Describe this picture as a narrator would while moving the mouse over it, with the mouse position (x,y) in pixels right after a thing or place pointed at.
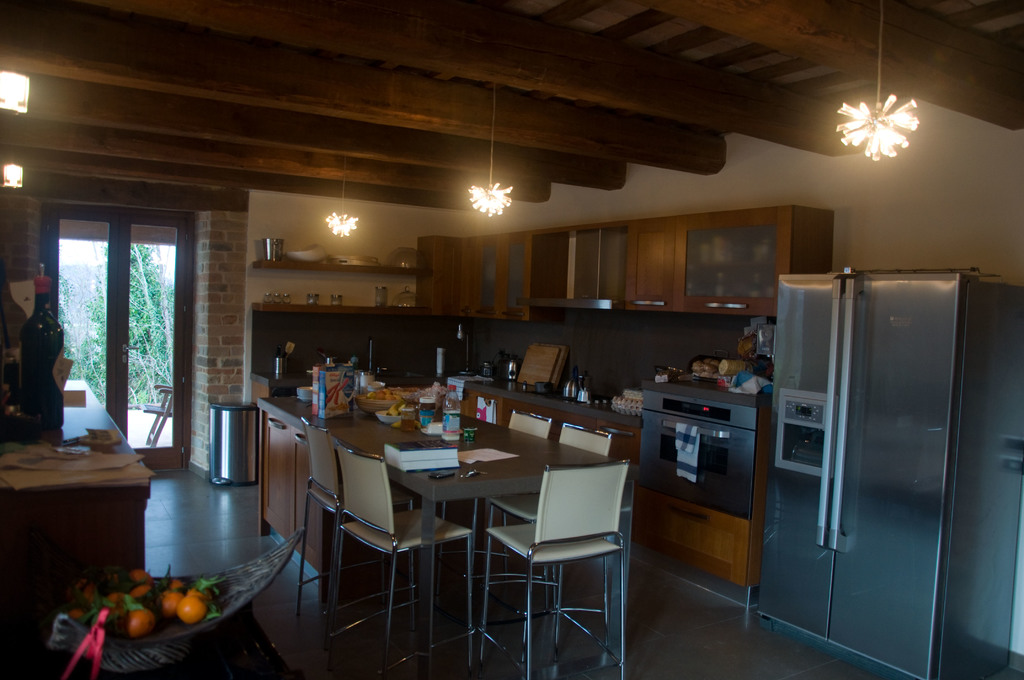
In this image we can see table (412,488) with chairs (554,511). On the table (523,446) there is a basket (367,404), packets (352,384) and many other items (425,446). On the left side (155,645) there is a tray (126,656) with fruits (170,600). Also there is a table (88,423) with bottle (50,398) and some other items (41,470). On the right side (792,464) there is a fridge (856,480). And there is a platform (518,390). On that there are many items (619,400). And there is a cupboard (522,277) on the wall (659,201). On the cupboard (327,265) there are bowls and some other items (410,300). On the ceiling (440,187) there are lights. In the back (142,306) there are doors (181,351) and there is a brick wall (223,354). Near to that there is a dustbin (228,415). Through the doors (147,328) we can see trees (67,301).
